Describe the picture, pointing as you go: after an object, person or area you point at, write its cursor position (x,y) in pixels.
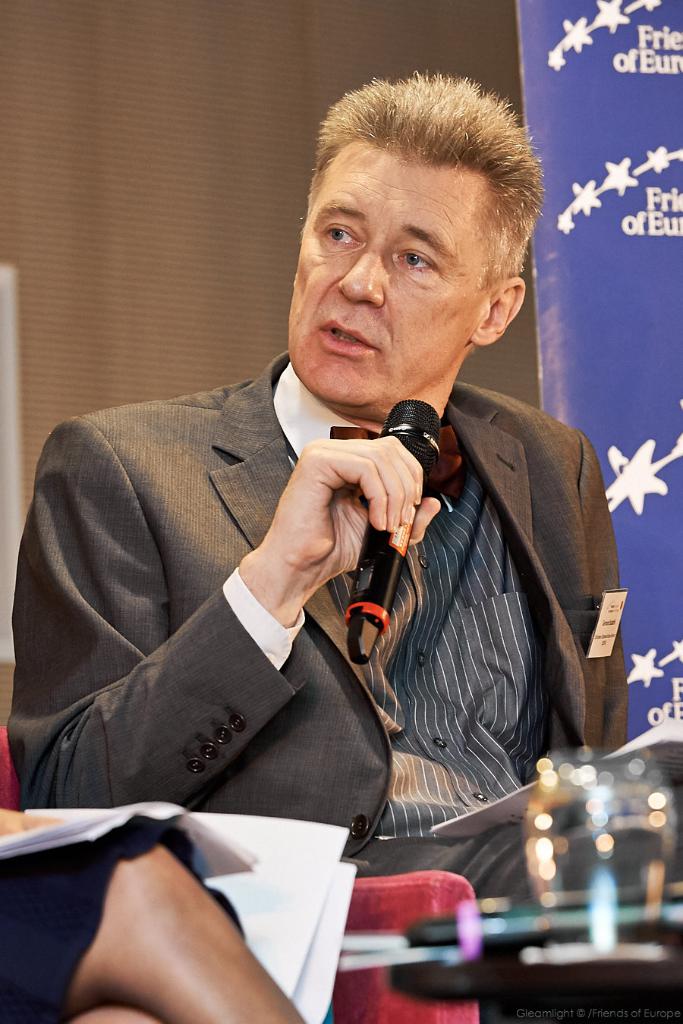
As we can see in the image there is a man (384,478) holding mic (360,632). Behind him there is a banner (552,240).
